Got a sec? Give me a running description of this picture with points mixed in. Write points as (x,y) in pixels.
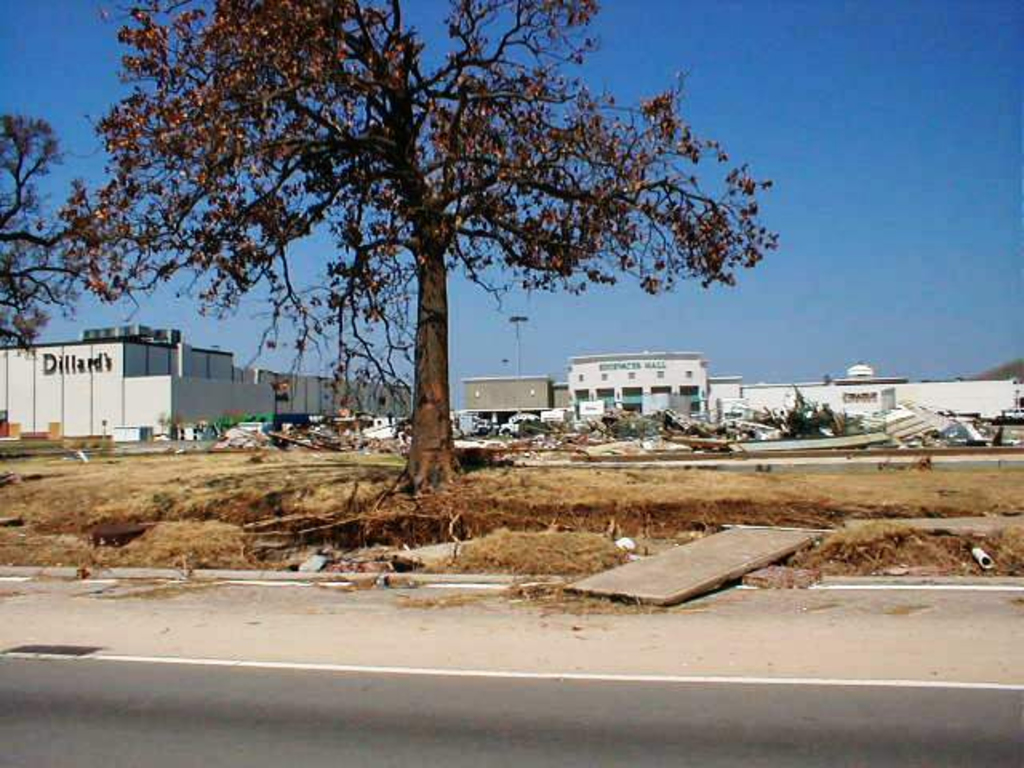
In this image, in the middle (452,424) there are trees (417,385), buildings (594,387), many objects (563,430), grass (651,491), board (736,545), road (628,653). At the top (653,243) there is sky (791,117).
